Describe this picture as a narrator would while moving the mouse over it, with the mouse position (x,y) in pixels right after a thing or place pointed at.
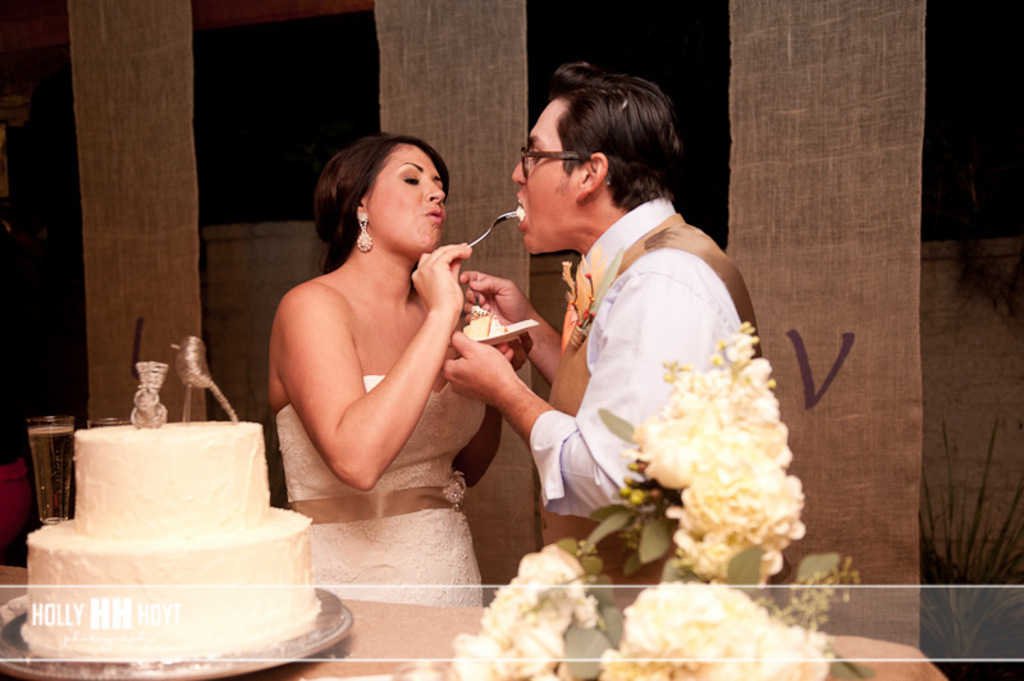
There is a man (670,341) and a woman (381,294) standing in the middle of this image (450,321). We can see a cake (163,470) and flowers (727,494) at the bottom of this image (278,608). We can see a wall (951,368) and pillars (162,299) in the background (170,329).
